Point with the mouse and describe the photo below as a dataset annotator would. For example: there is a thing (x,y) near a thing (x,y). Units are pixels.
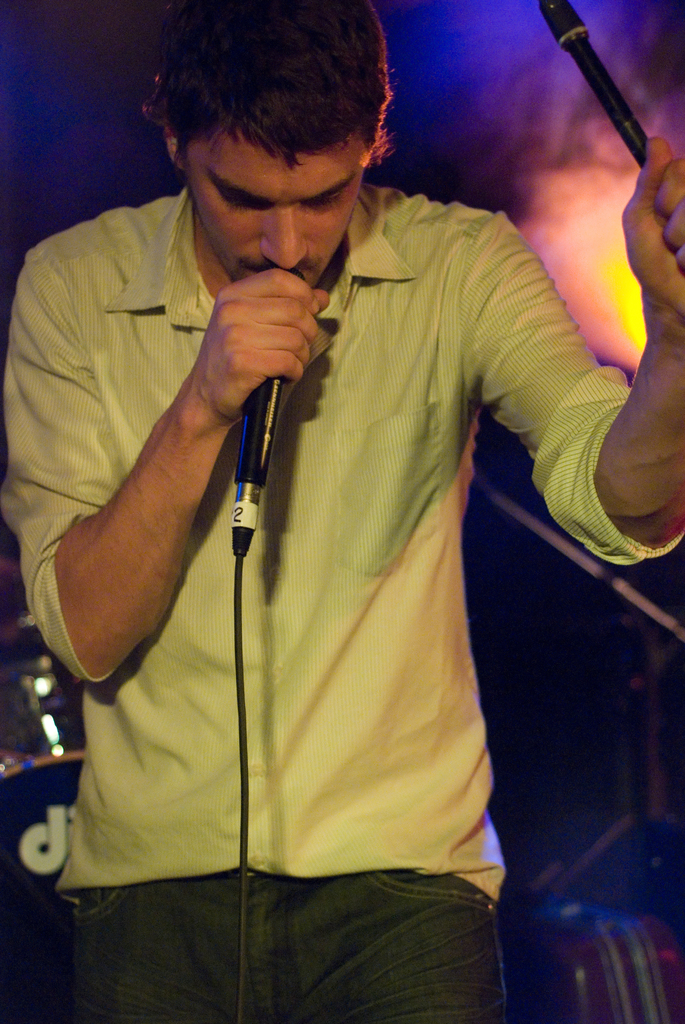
In this image we can see a man (316,479) standing and holding a mic (275,385). In the background (38,679) there is a band (35,825). On the right (584,312) we can see a light (619,301).
